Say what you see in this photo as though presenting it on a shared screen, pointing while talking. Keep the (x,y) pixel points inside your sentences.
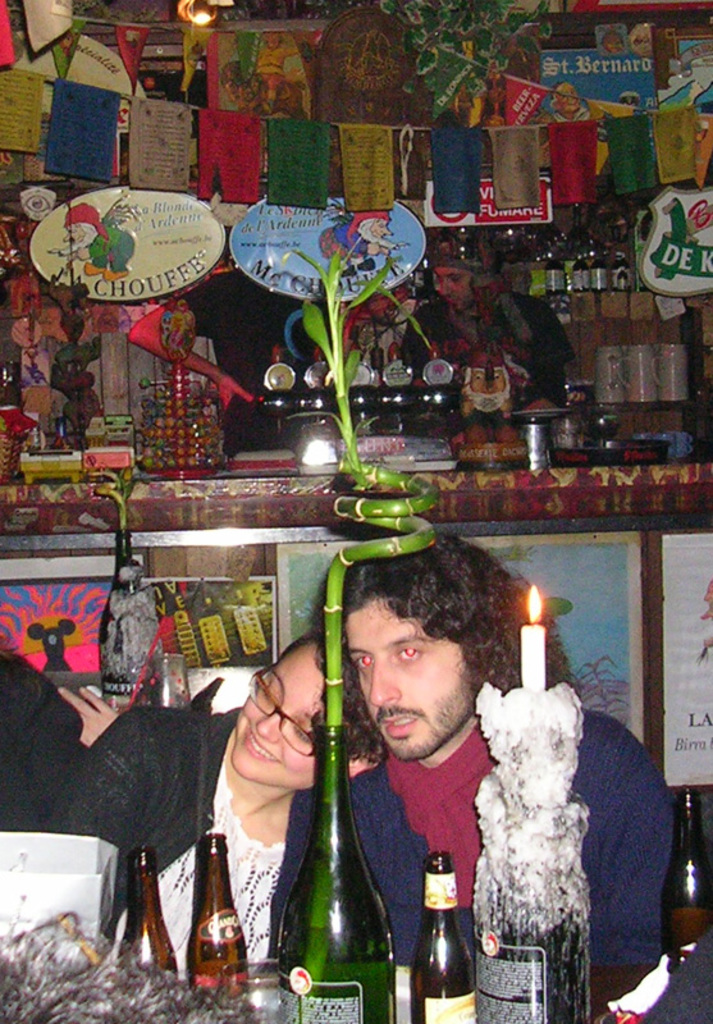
In the picture there are total three people (271,737), first two people (401,808) are a woman (256,816) and a man (441,672) there are lot of bottles (385,902) and a candle (482,907) in front of them behind these people (148,751) there is a bar (628,338) which has a lot of decorations (214,450), glasses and much more things (354,401).
